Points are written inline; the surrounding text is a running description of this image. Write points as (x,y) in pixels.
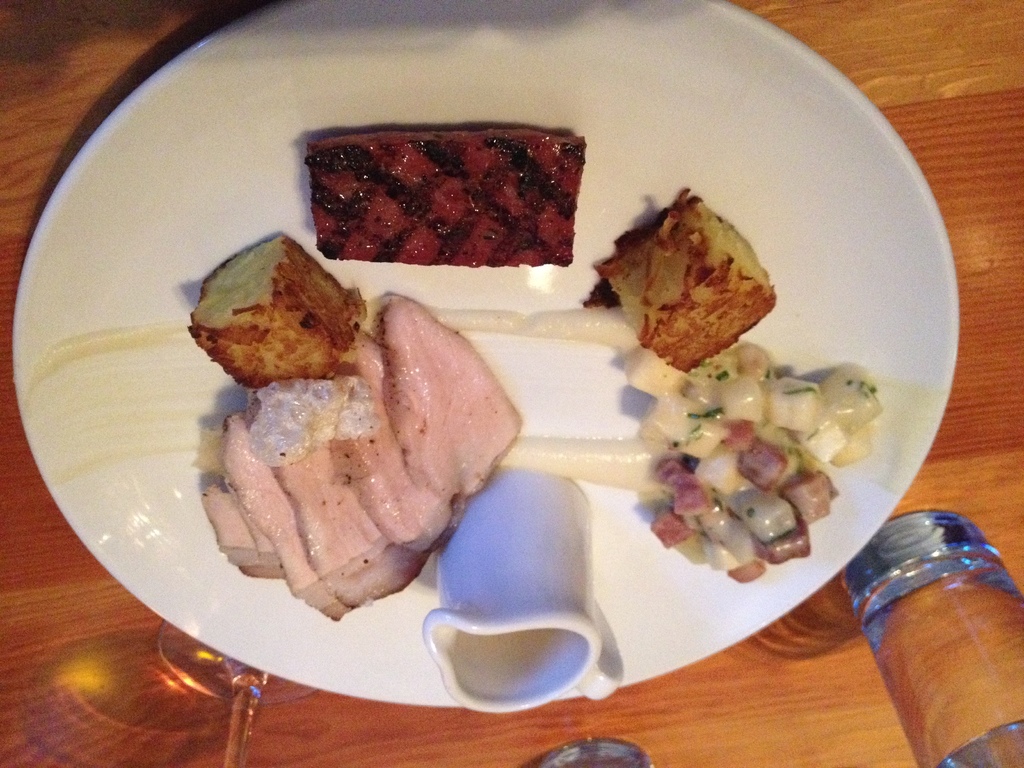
Here in this picture we can see a plate (468,96) present on a table (61,160) and on that we can see some food items (389,381) present and we can also see couple of glasses (903,659) also present.
